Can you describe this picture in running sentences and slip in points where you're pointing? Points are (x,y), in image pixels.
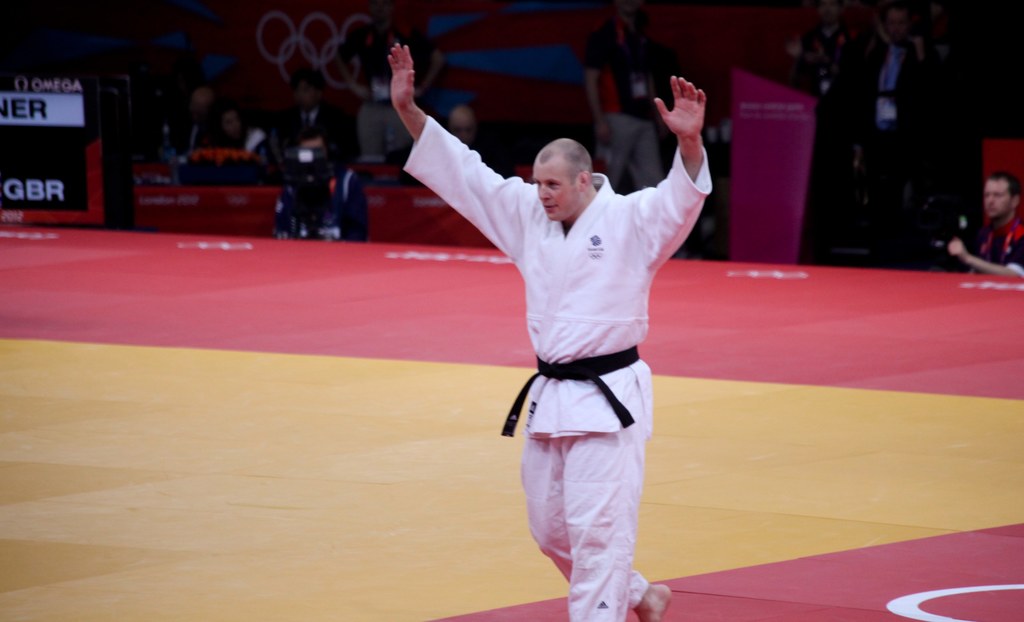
In the center of the image (584,340) there is a person (536,347) standing on the floor (550,570). In the background (846,66) there are persons (839,73), cameraman (988,234) and wall (276,66).
